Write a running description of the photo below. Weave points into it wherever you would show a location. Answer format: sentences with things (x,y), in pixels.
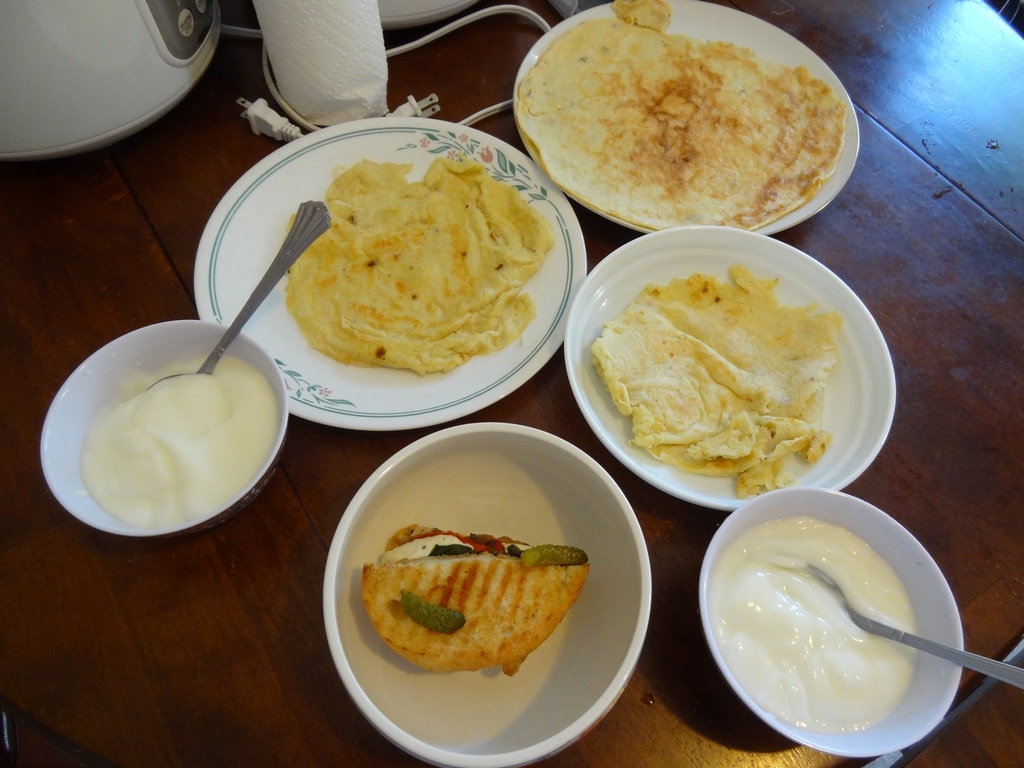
We can see plates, food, bowls (193,354), cable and objects (324,32) on the table (904,268).
